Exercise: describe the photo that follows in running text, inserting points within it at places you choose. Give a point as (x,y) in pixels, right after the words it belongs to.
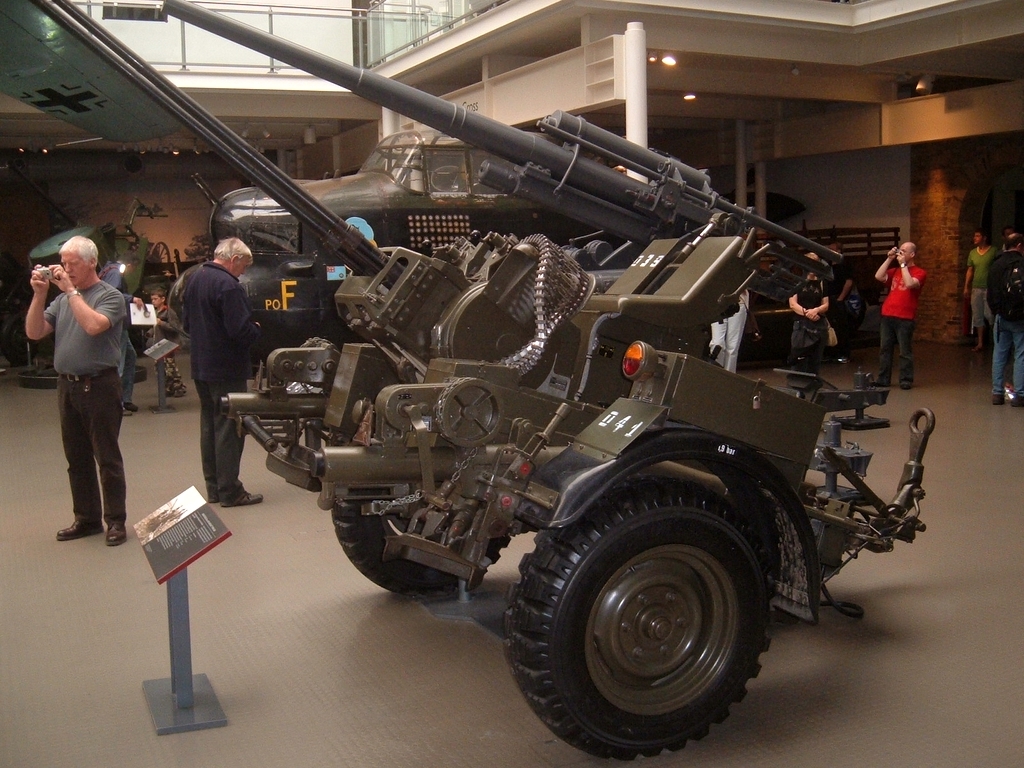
As we can see in the image there is a vehicle (523,520), few people (914,288) here and there, wall (813,222), fence (385,28) and the person (65,293) on the left side (58,377) is holding a camera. In the front (168,562) there is a board (178,561).
